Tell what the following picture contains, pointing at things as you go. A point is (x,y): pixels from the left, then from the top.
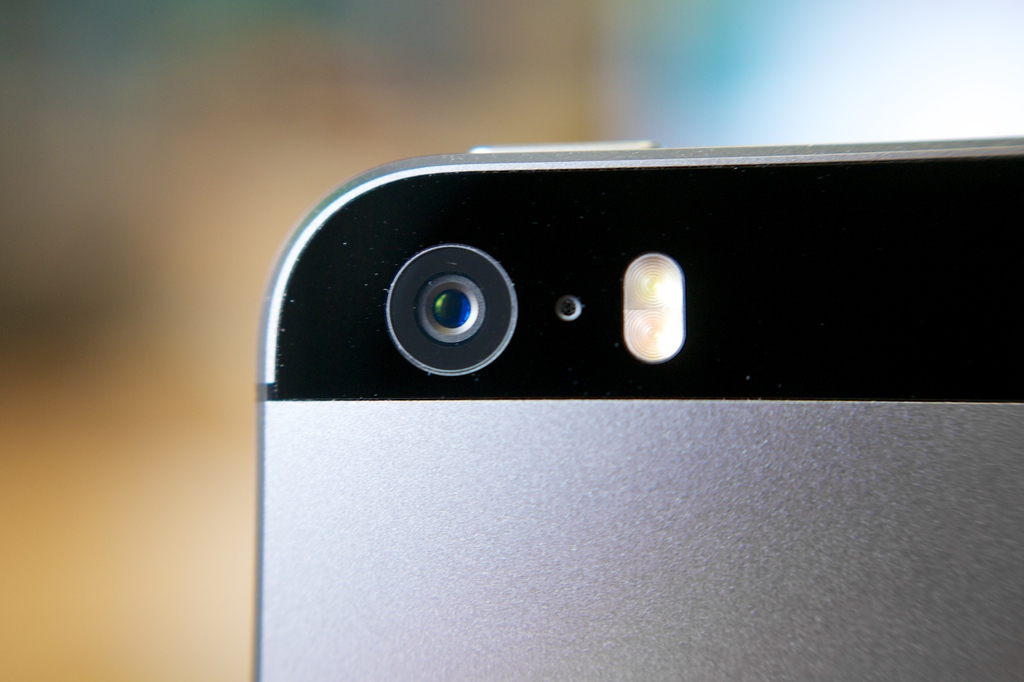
In this picture, we can see camera (481,254) of a mobile (631,231), and the blurred background (129,257).
